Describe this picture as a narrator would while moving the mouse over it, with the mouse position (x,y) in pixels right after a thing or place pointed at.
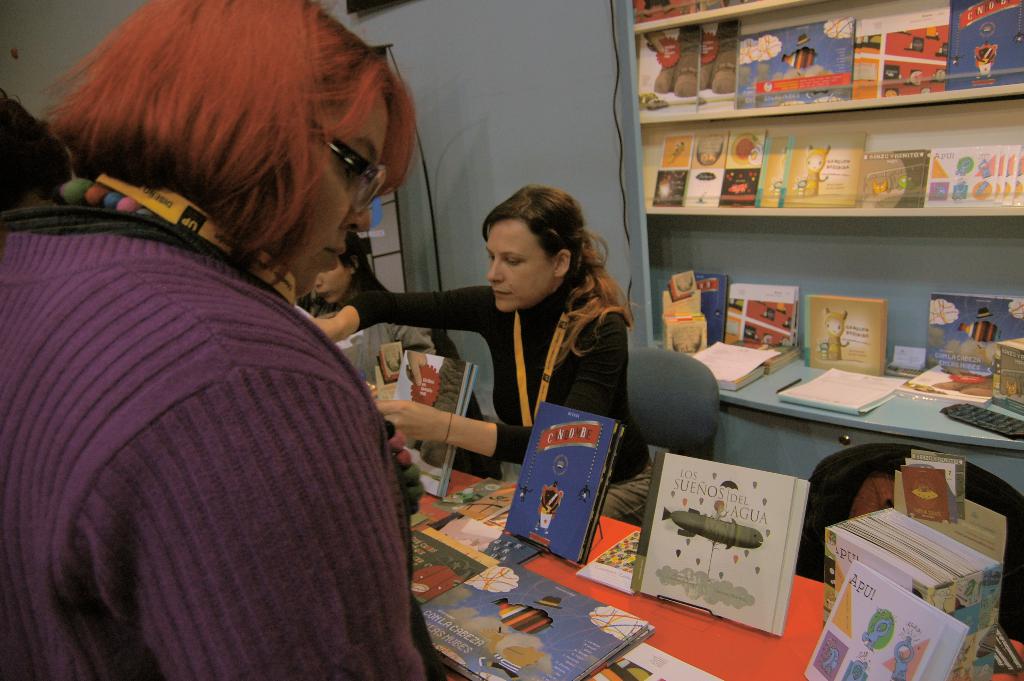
This image is taken indoors. On the left side of the image (154,231) there is a woman (299,395). At the bottom of the image (684,617) there is a table (664,640) with many books (463,494) on it. In the middle of the image (402,419) a woman (545,249) is sitting on the chair (630,384) and she is holding a few books (425,389) in her hands (403,405). In the background (568,17) there is a wall (568,17) and a cupboard (852,233) with shelves (859,405) and many books (774,184) on it.
